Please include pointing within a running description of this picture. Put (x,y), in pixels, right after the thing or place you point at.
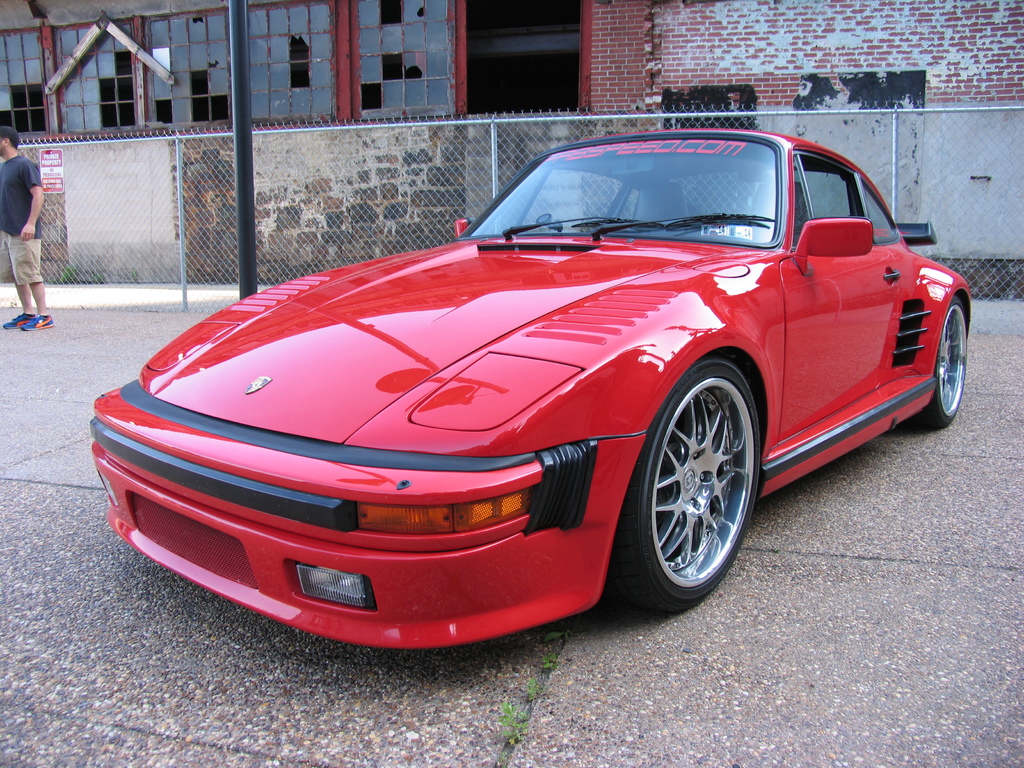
In the center of the picture (447,287) there is a red color car (443,360). At the bottom (372,676) it is floor (694,624). On the left (31,165) a person (18,162) is standing. In the background (366,72) there are buildings (468,54), fencing (496,127) and pole (243,18).
